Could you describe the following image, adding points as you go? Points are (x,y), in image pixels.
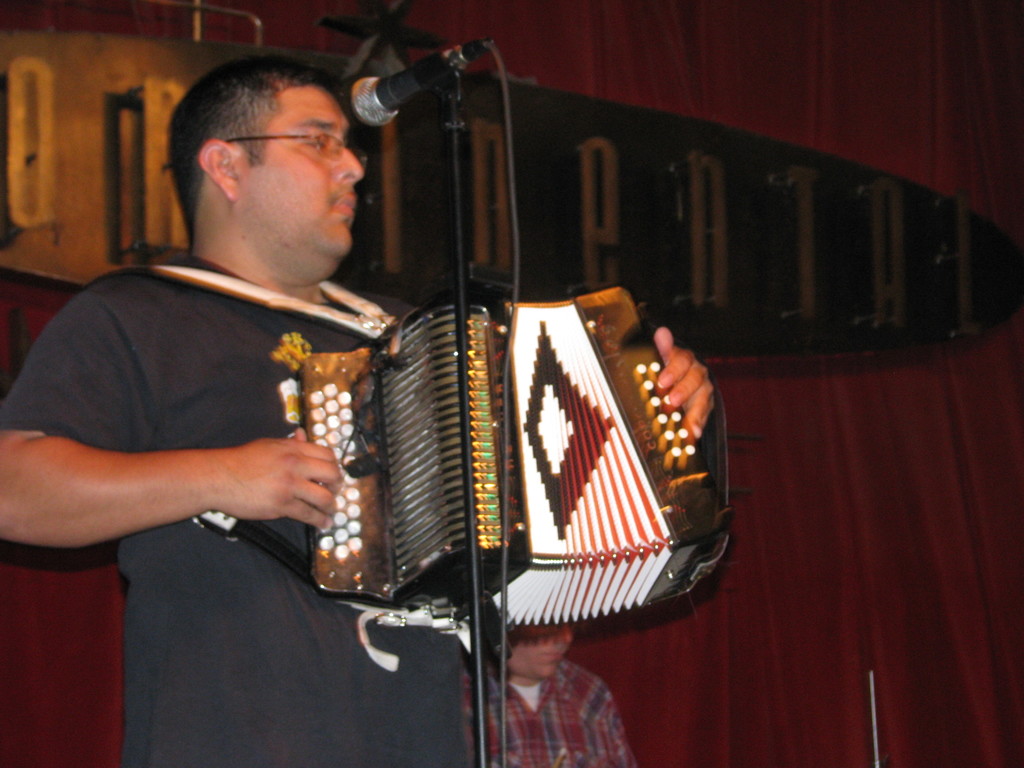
In this image we can see a man (380,702) standing and holding an accordion (400,429) in his hands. In front of him a mic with mic stand (476,573) and cable (500,660) is placed. In the background (447,193) there are walls (799,253) and a person (598,692) sitting on the seating stool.
